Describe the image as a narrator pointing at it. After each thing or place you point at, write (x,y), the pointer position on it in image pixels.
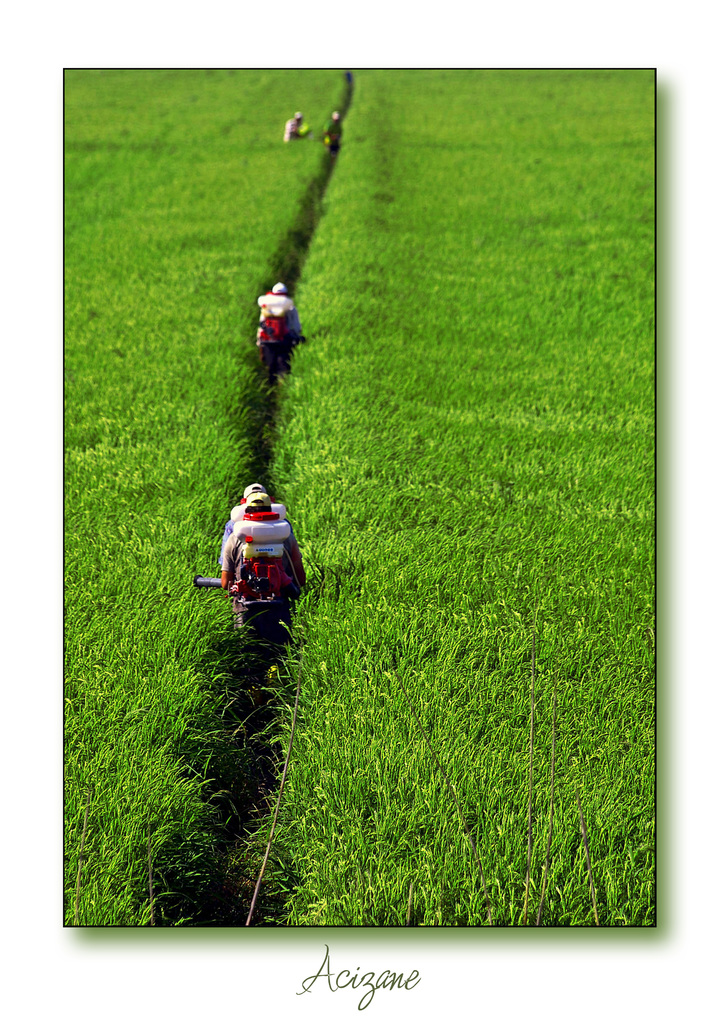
In this image there are persons (248,575) standing in the center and there is grass (371,692) on the ground (356,513) and there is some text (372,975) written on the image.
